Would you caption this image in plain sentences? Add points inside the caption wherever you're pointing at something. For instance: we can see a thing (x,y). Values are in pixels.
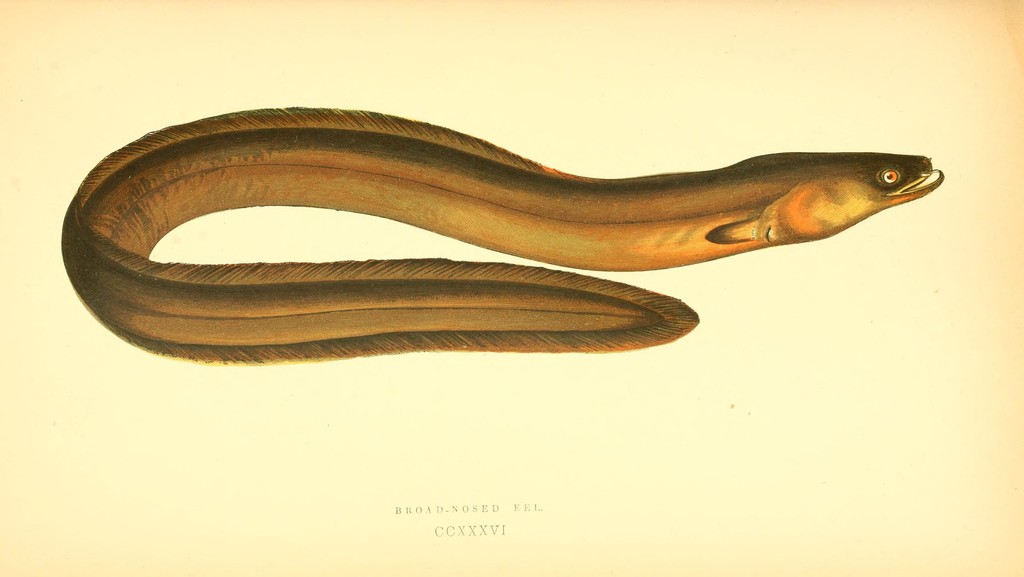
In this image we can see one broad nosed eel (116,200), some text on the bottom of the image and the background (331,492) is in cream color.
